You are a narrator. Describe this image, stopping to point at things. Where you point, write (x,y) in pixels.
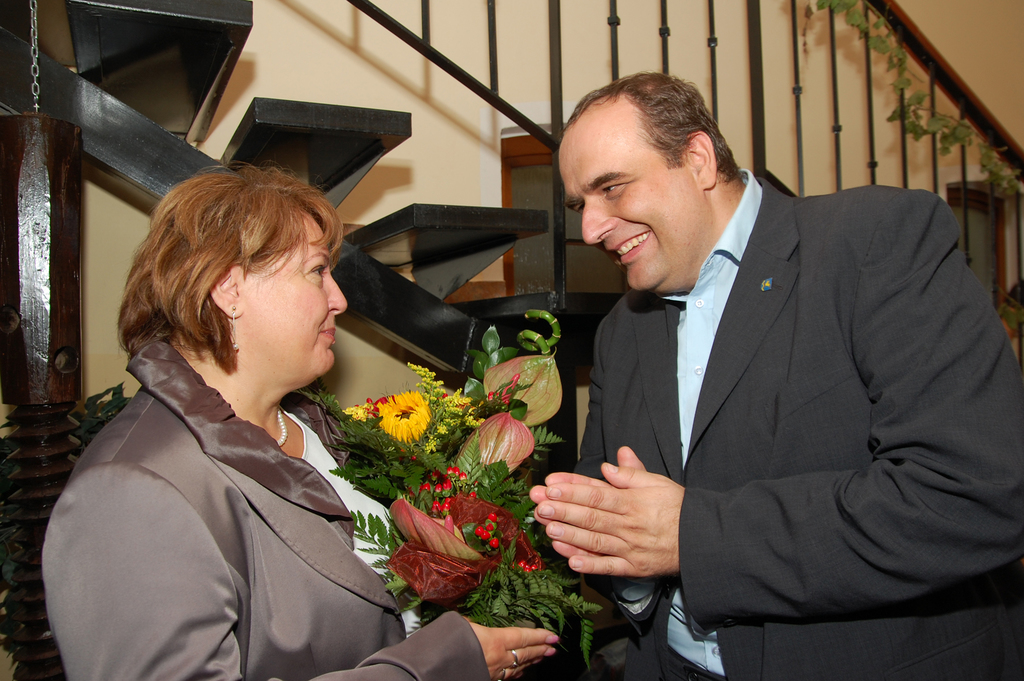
There are two persons (749,351) and smiling and this person (257,492) holding bouquet (482,533). Background (433,92) we can see wall (448,100) and steps (98,61).
